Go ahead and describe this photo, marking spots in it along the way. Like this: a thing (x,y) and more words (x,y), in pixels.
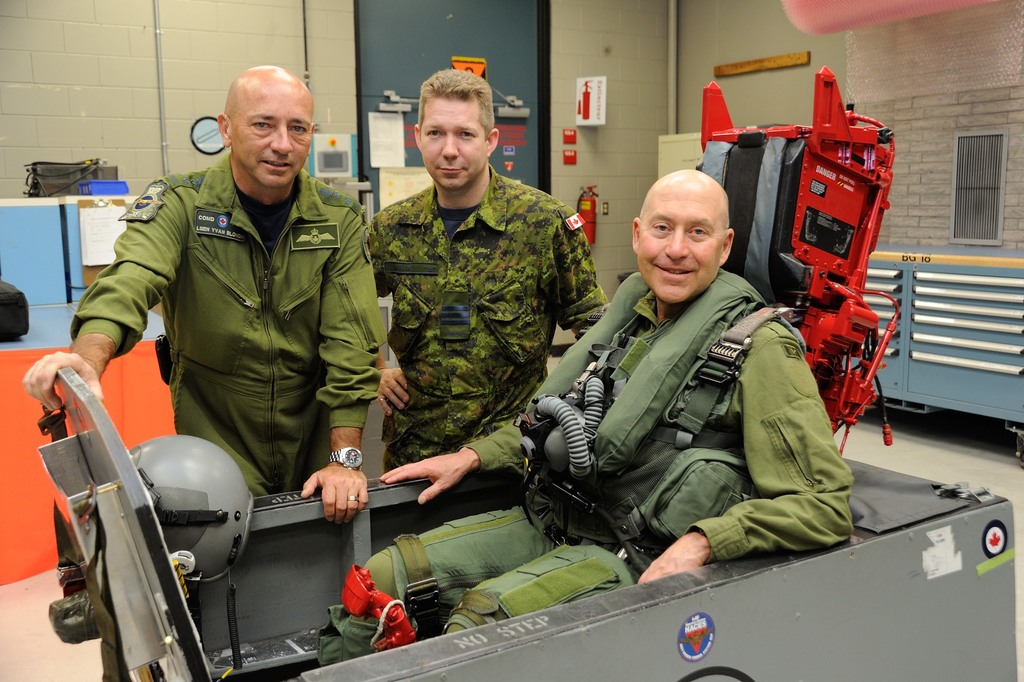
In front of the image there is a person (558,519) sitting, beside him there are two other army personnel (401,301) standing, behind them there are some objects (746,259) and there is an object (25,317) on a platform (66,317), in the background of the image (101,131) there is a wall (200,167), on the wall (122,126) there are pipes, posters (381,158), switch boards (569,162), display boards (583,110), fire extinguisher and some other objects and a window (993,145).
